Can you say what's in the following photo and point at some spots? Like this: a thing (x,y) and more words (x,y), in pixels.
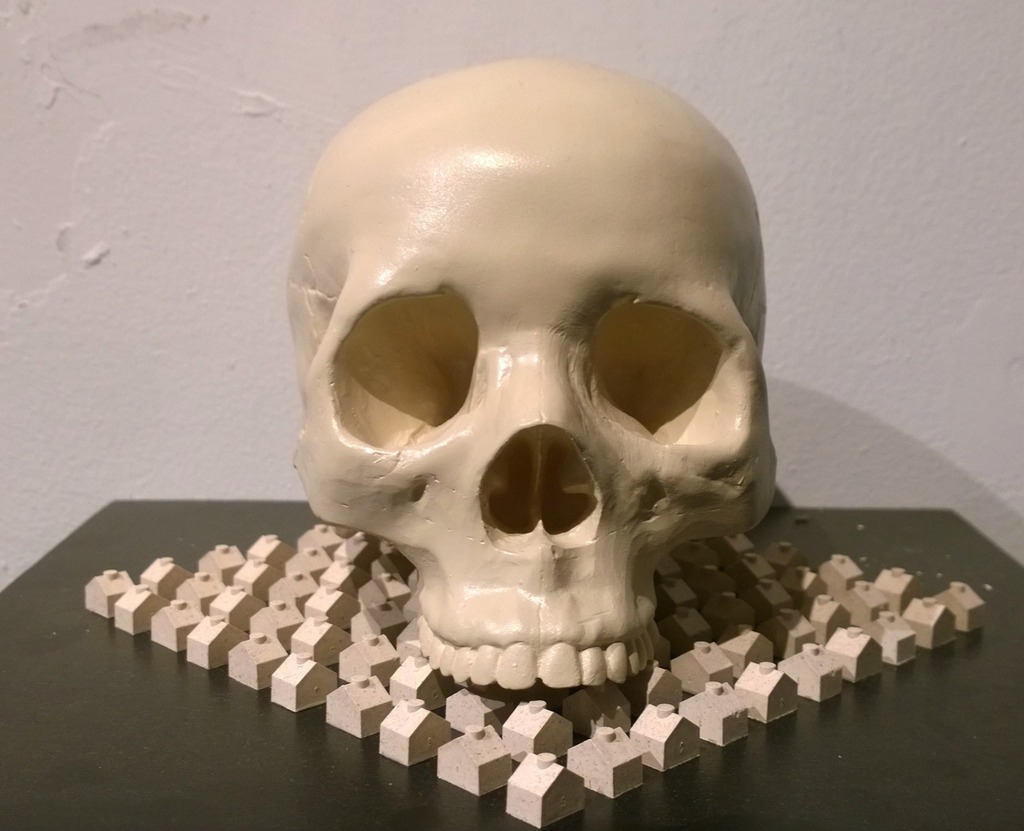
In this image we can see a skull (579,299) and some blocks (737,576) on the table (60,597), in the background (17,152) we can see the wall (832,274).
